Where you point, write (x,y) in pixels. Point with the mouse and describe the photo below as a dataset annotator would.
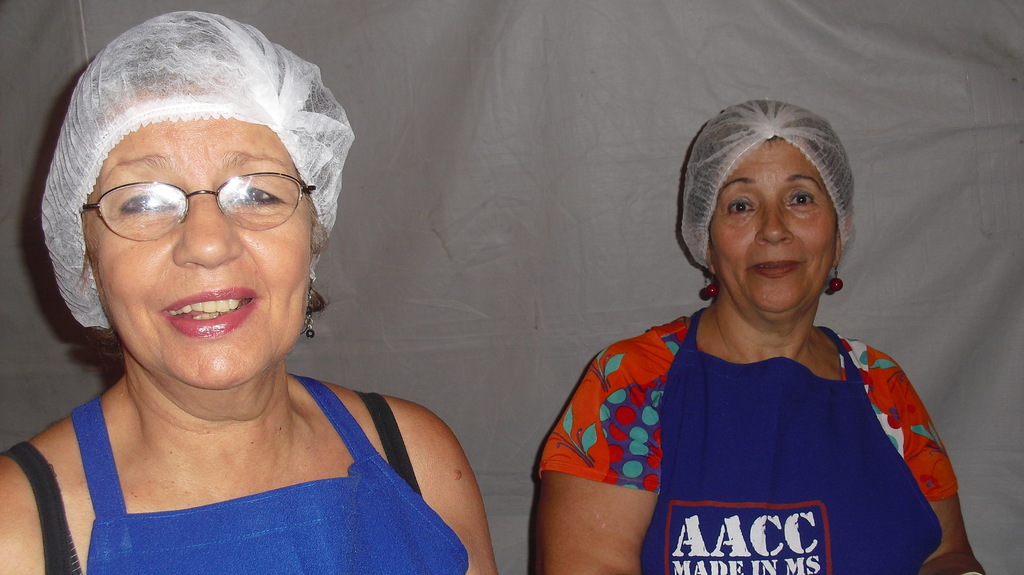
In this image I see 2 women (702,311) who are smiling and I see that both of them are wearing aprons (80,436) which are of blue in color and it is white in the background (585,245).
